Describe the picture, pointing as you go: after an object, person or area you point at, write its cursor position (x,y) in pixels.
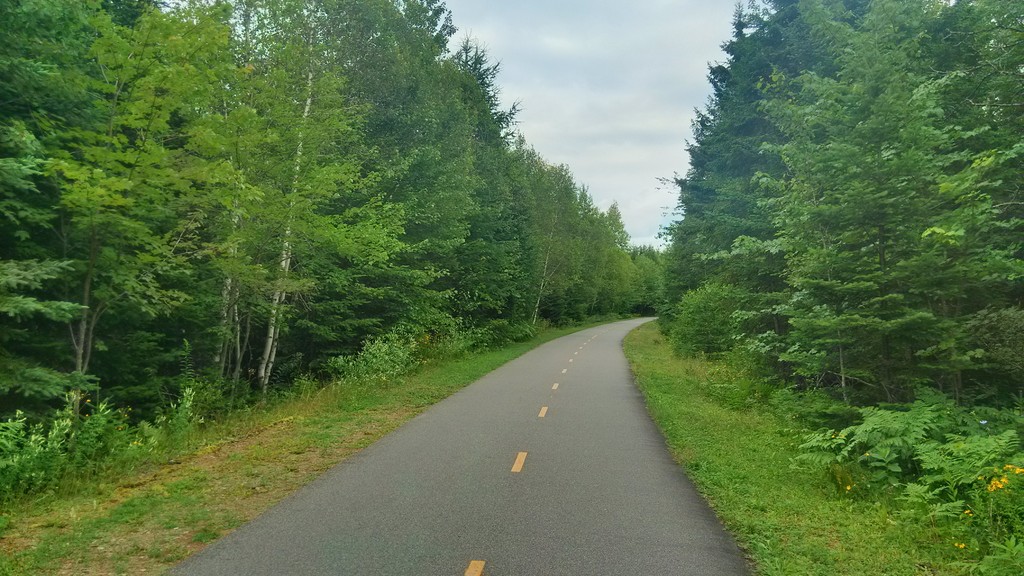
This picture shows many trees (678,237) and we see a road (411,561) and grass (745,440) on the ground (554,407) and a cloudy sky (618,120).
